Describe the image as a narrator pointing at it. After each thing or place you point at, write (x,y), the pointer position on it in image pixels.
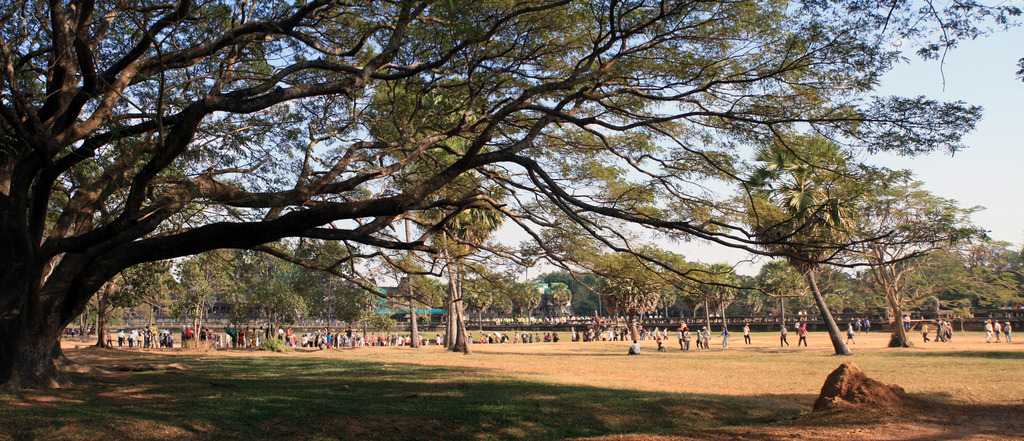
This Picture shows trees (432,224) and we see few people (302,336) walking and few are standing and we see a blue clear Sky (913,164).
